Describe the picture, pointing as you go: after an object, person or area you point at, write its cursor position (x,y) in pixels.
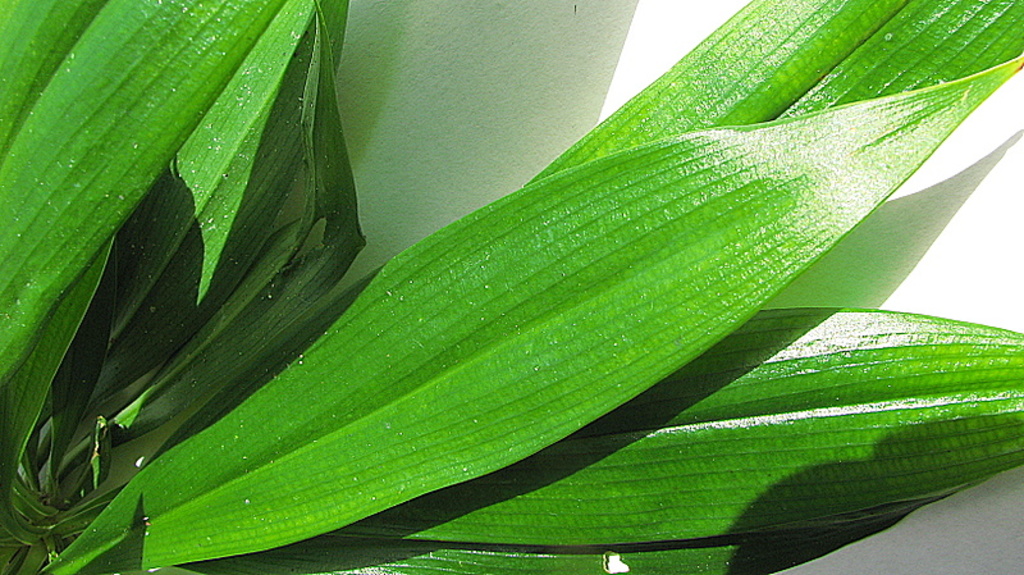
In this image I can see a plant (180,305) which is green in color and in the background (484,14) I can see a white colored surface (526,124).
